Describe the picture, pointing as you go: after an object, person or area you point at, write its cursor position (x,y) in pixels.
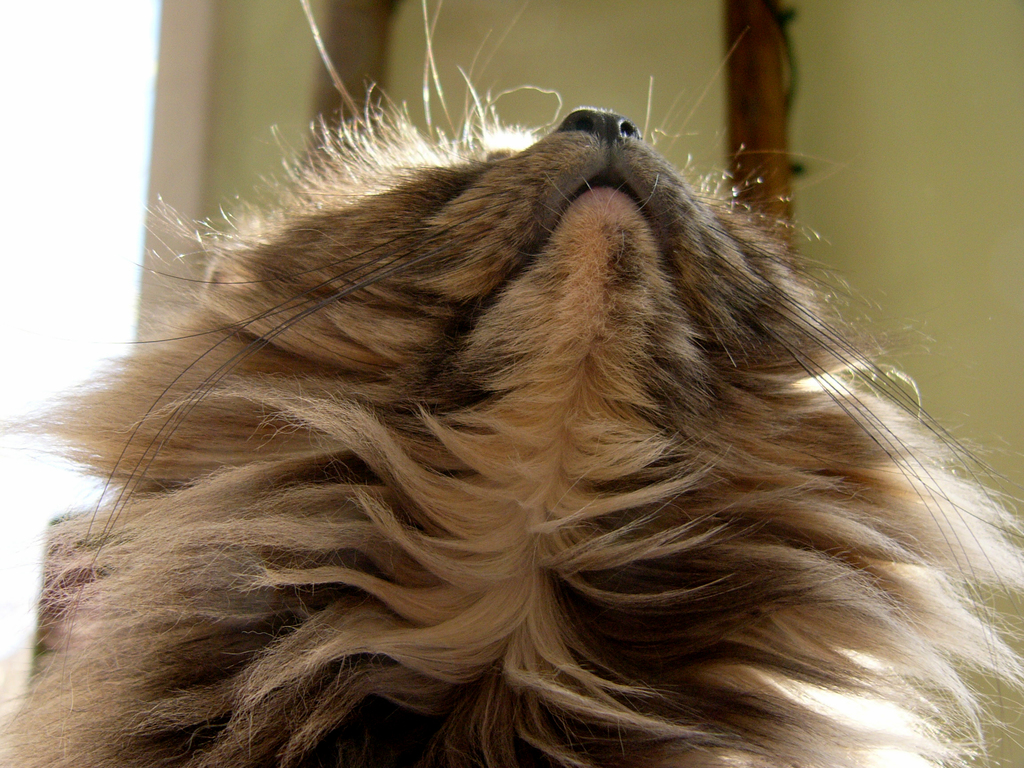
As we can see in the image there is a wall (692,46) and an animal (464,197).
